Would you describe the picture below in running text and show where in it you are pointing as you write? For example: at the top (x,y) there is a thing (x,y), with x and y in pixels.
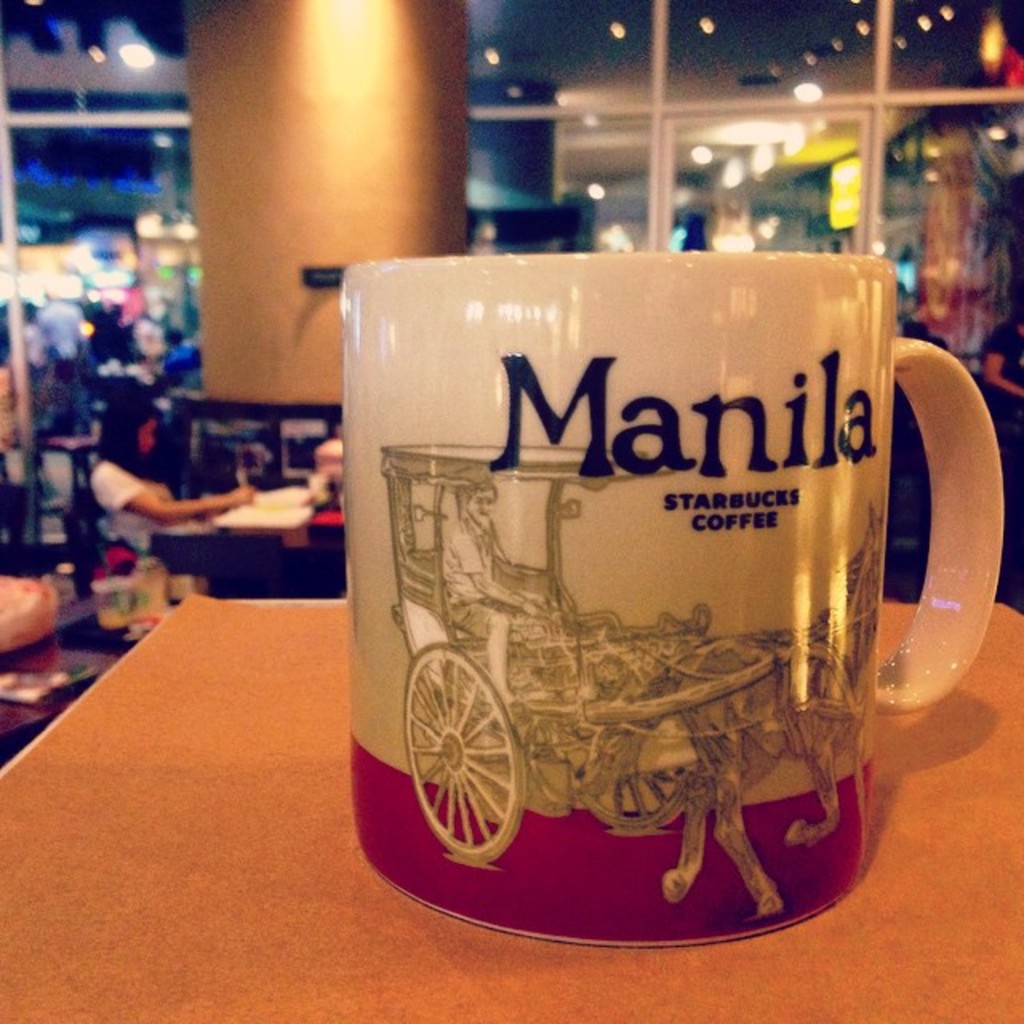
It is a cup (783,731), there is an art (560,717) on this of a man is riding the horse cart (649,733).
